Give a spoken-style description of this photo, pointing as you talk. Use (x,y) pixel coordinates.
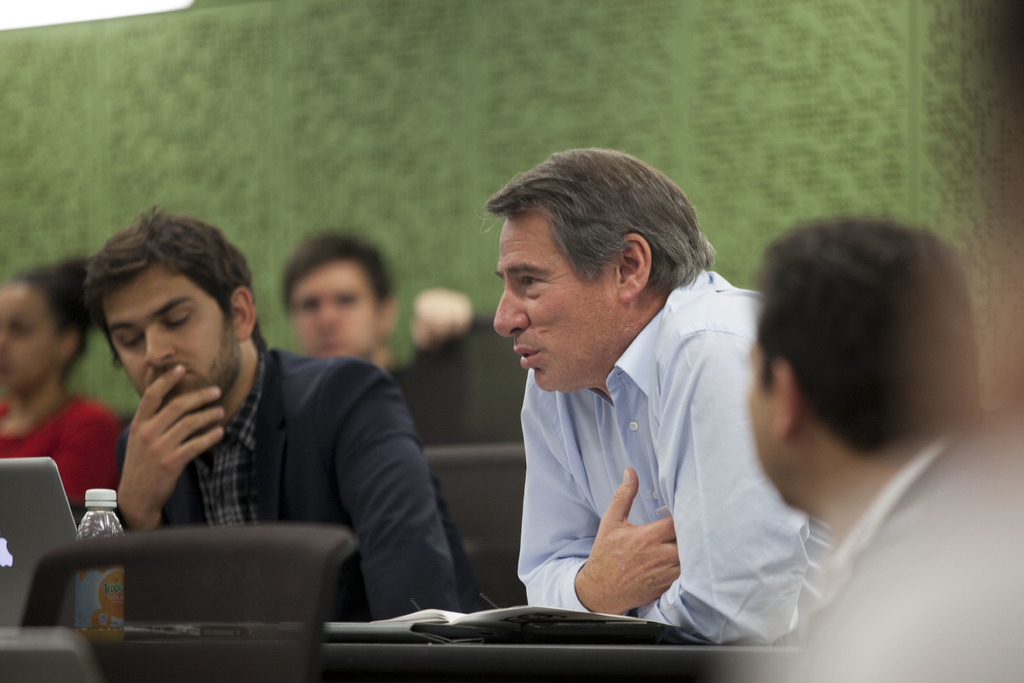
In the center of the image (576,228) there are people (895,623) sitting on chairs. In the background of the image (180,56) there is a green color carpet (416,50).
